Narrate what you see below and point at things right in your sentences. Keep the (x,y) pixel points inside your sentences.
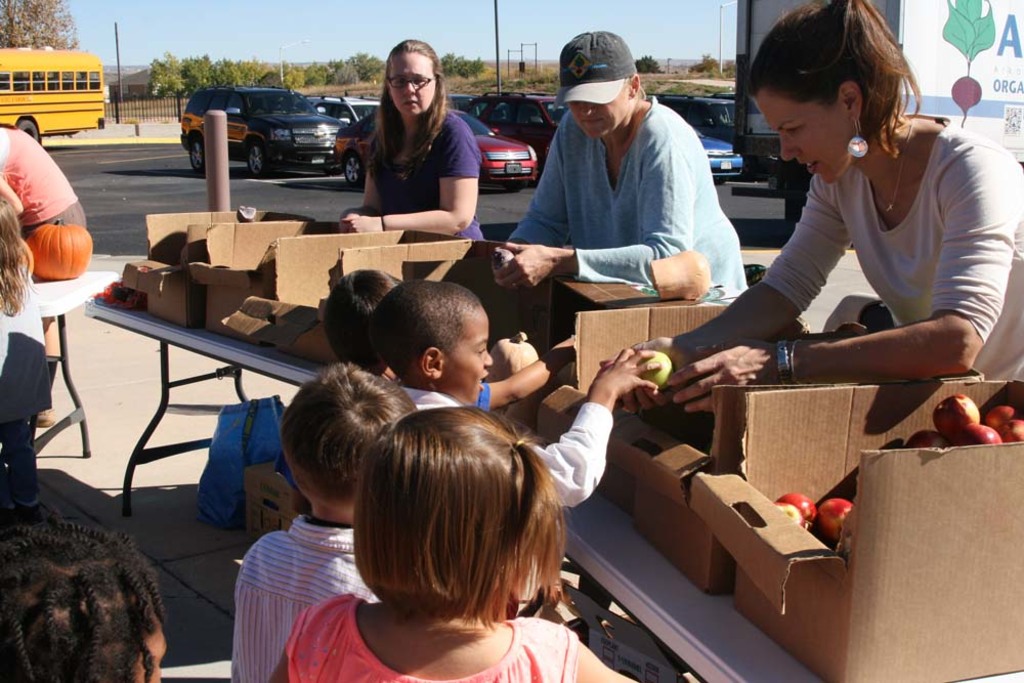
This is the picture where we can see three people (592,166) in front of table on which there are some fruits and some children (392,541) collecting the fruits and behind them there are some cars (287,134).
